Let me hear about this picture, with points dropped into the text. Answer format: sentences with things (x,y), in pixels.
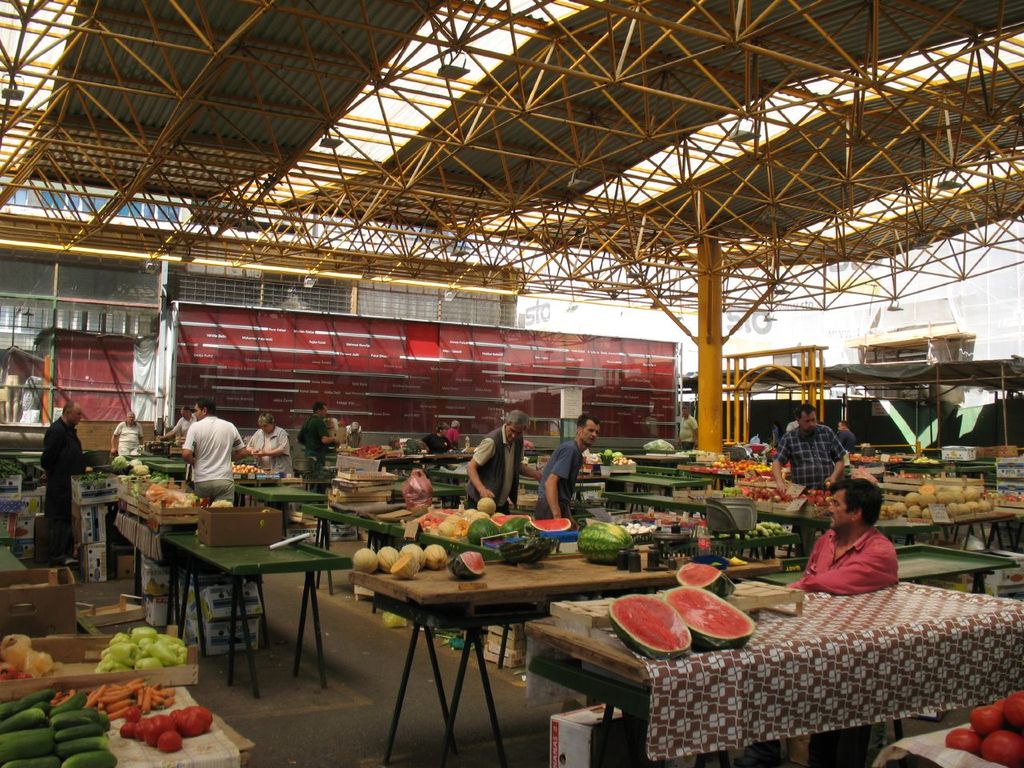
In this picture we can see a group of people (211,433) standing on the floor (343,543), tables (250,577) with vegetables (190,718), fruits (695,626), boxes (339,464), clothes (871,624) on it and in the background (628,393) we can see rods (559,229), walls (695,361), pillar (703,377), arch (766,356) and some objects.
